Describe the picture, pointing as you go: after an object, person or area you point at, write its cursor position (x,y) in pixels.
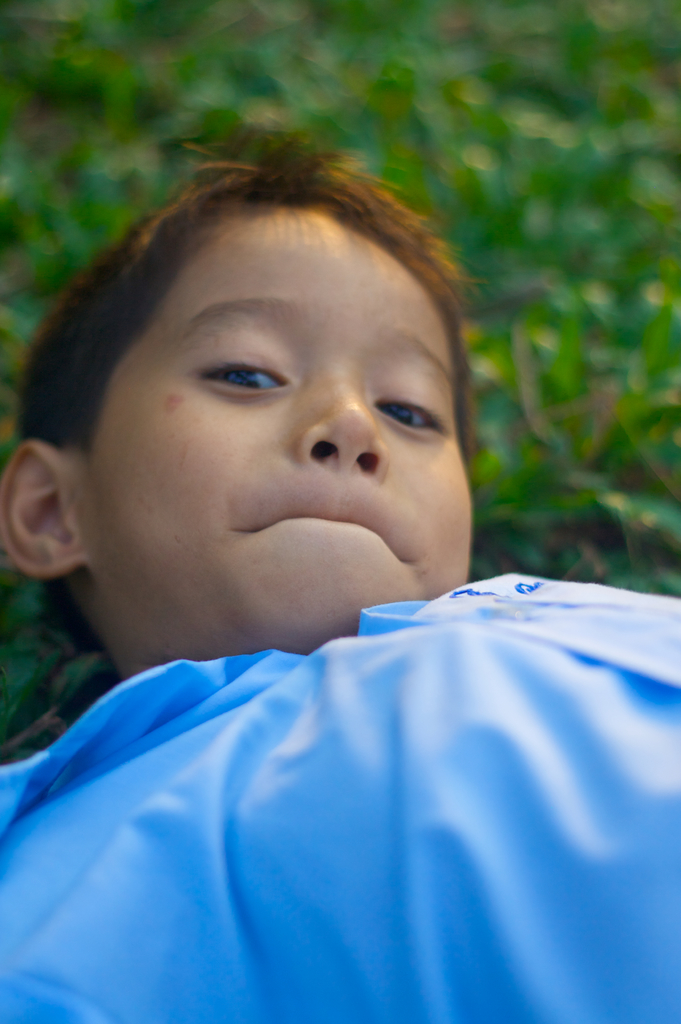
In this picture there is a boy (273,652) wore shirt (263,652). In the background of the image (553,222) it is blurry.
